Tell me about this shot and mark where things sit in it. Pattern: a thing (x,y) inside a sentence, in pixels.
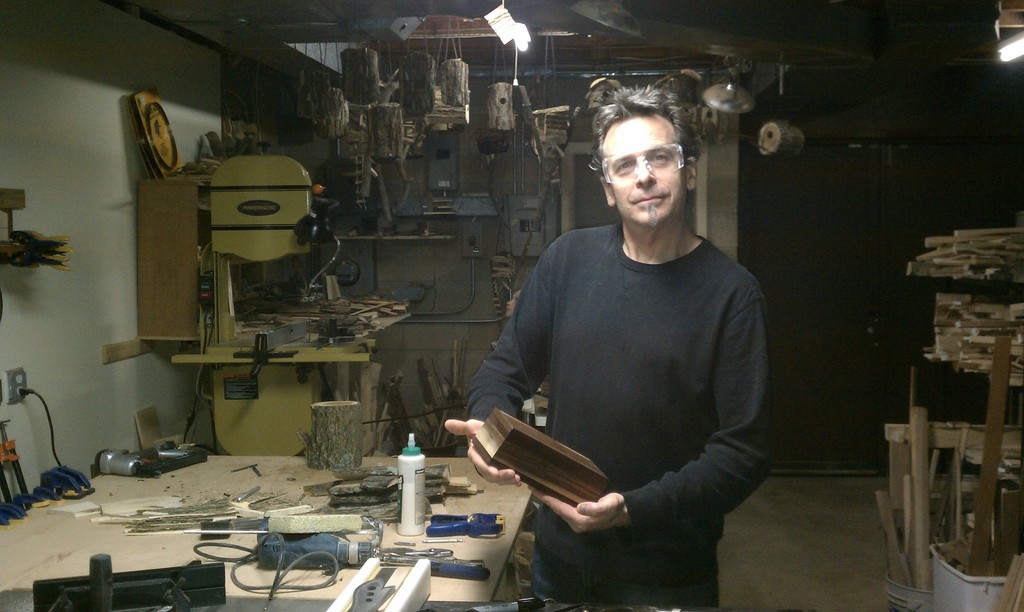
The picture is clicked inside. In the center (636,258) there is a person (656,305) wearing black color t-shirt (600,441), holding a wooden object (550,465) and standing on the ground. On the left (197,480) there is a wooden table (490,497) on the top of which a bottle (420,496) and many number of items (223,512) are placed. On the right (959,296) we can see the wooden objects (924,441) placed on the ground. At the top (626,45) we can see the roof (400,39), lights (529,40) and some wooden objects (353,86) hanging on the roof (852,10). In the background (460,262) we can see the wall (212,102), machine (267,212) and a door (805,201) and many other objects (143,223).
